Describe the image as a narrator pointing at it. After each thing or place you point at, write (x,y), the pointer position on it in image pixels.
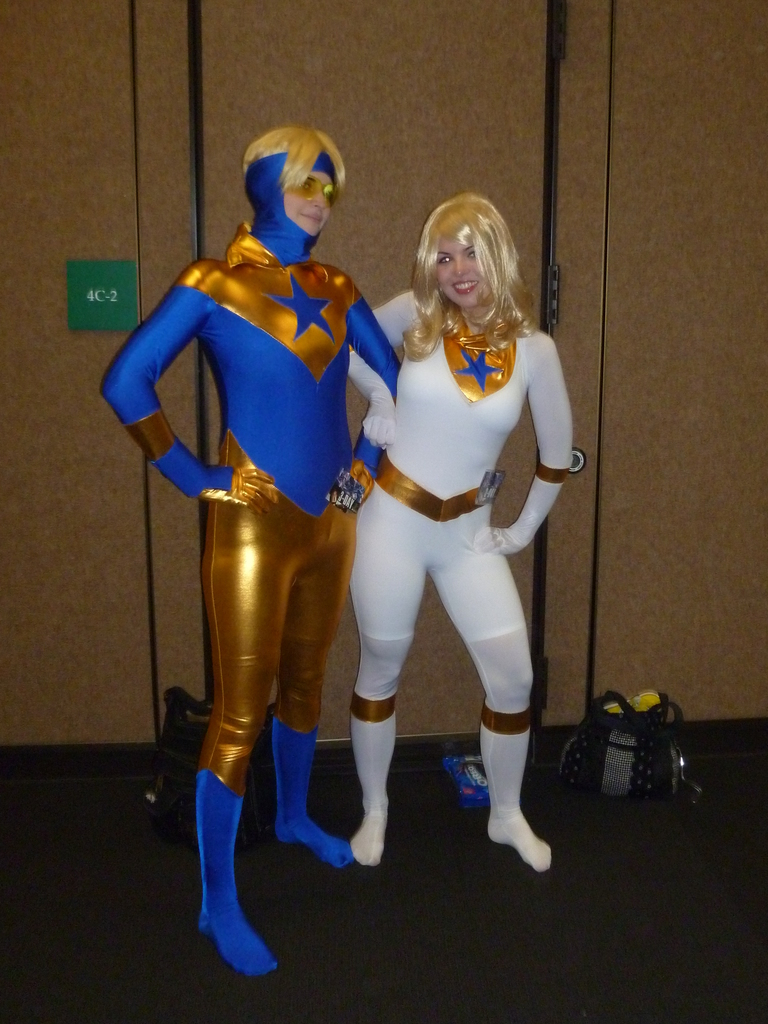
In this image we can see two persons (288,437) with costume (306,426). In the back (267,114) there is a wall (164,577). Also there are bags (589,762) on the floor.
